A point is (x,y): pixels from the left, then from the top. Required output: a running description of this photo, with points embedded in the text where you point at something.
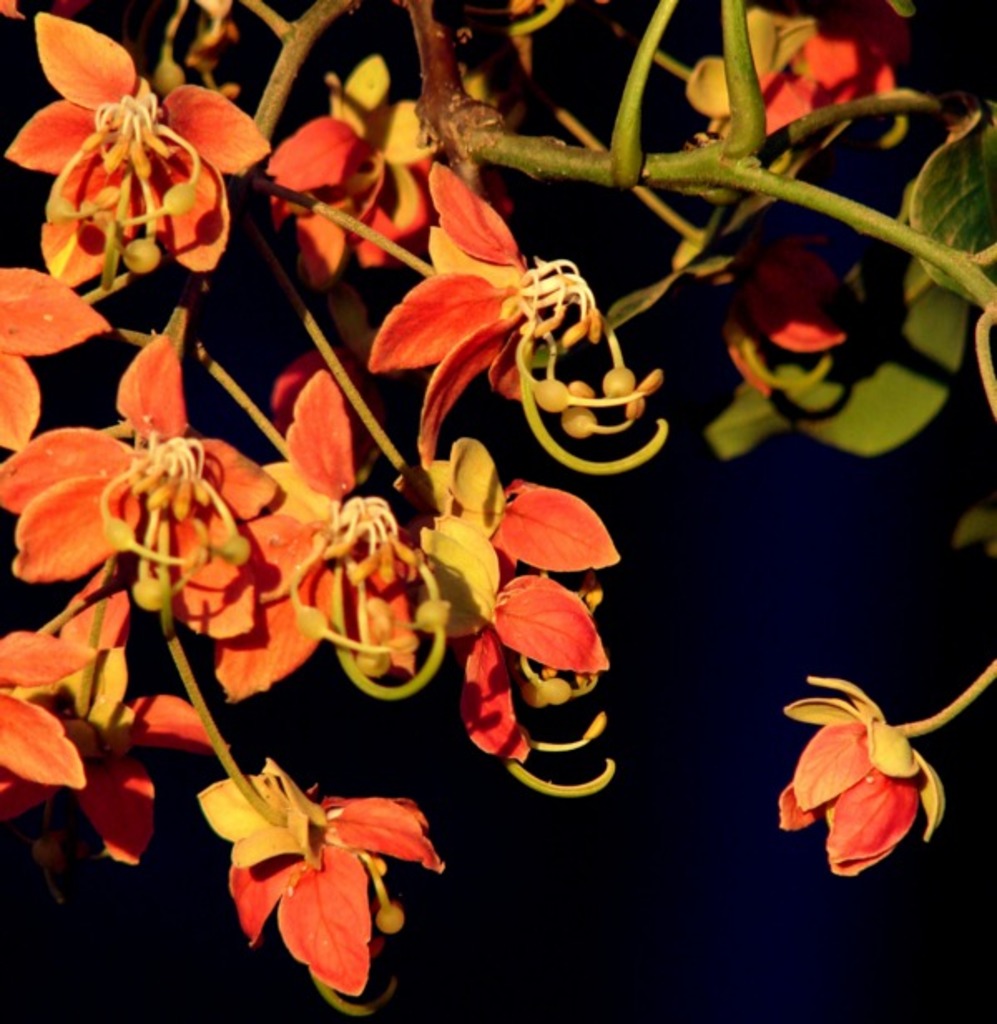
In this image we can see a plant (327,548) with flowers (327,548). In the background (588,1013) the image is dark.
